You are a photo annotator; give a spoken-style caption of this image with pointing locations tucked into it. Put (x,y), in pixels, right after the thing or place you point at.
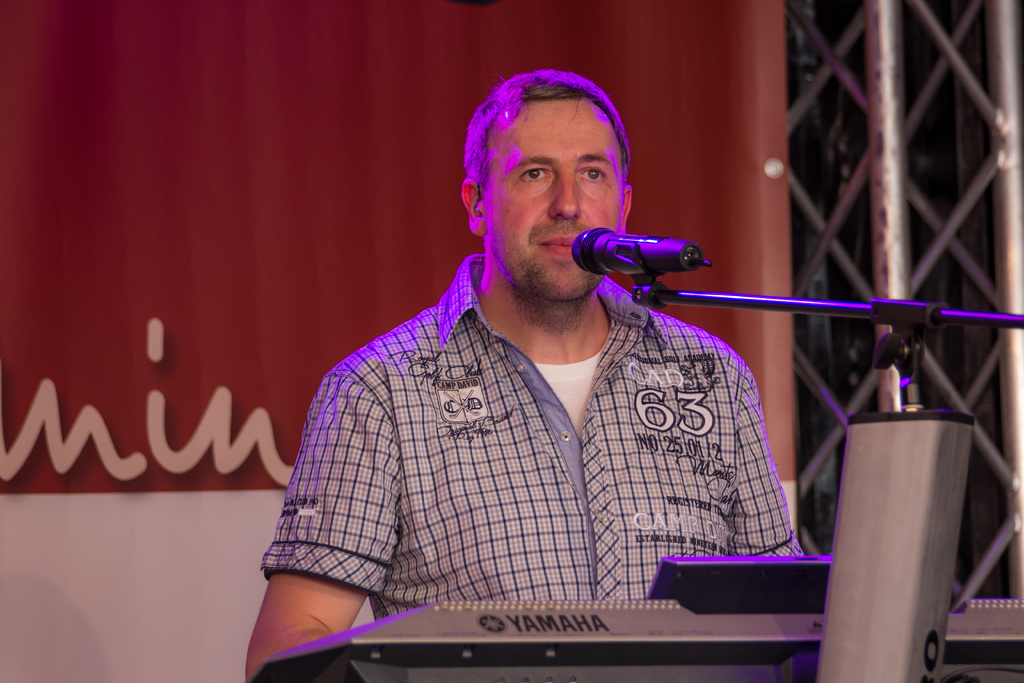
In this picture there is a man (438,346) in the center of the image (523,343) and there is a mic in front of him, there is a tower (1021,429) on the right side of the image (877,96) and there is a poster (12,366) in the background area of the image (273,222).
